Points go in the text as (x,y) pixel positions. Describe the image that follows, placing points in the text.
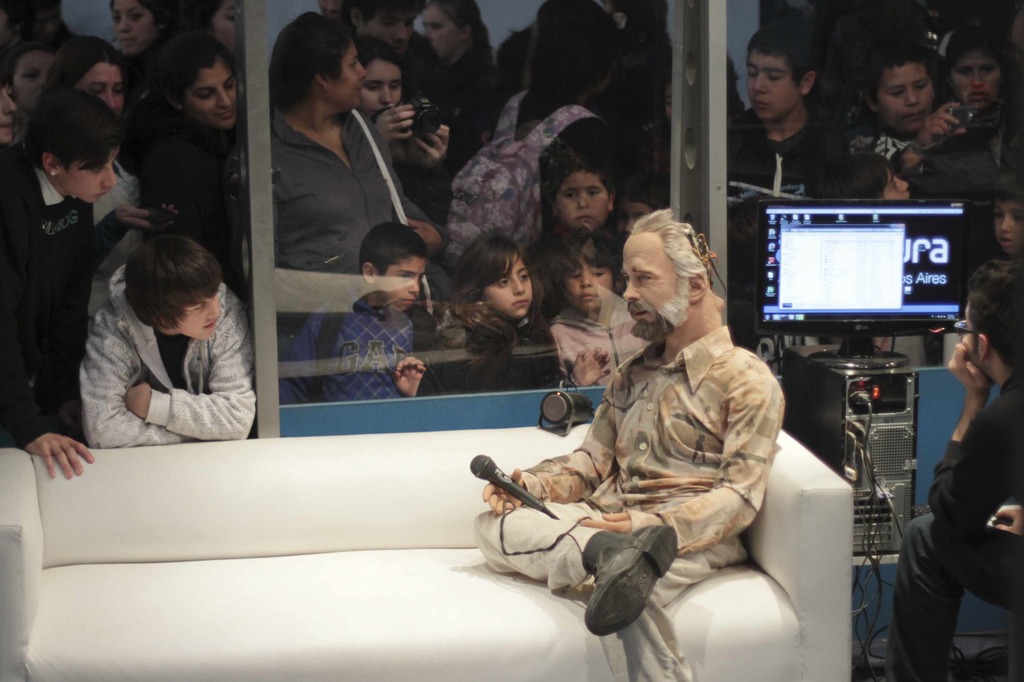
In this picture we can see a group of people (299,96) standing and taking pictures of a puppet show (676,485) where here person (1005,400) watching to puppet (648,286) and here toy like man (602,457) is sitting on sofa (379,513) and holding mic (520,491).
